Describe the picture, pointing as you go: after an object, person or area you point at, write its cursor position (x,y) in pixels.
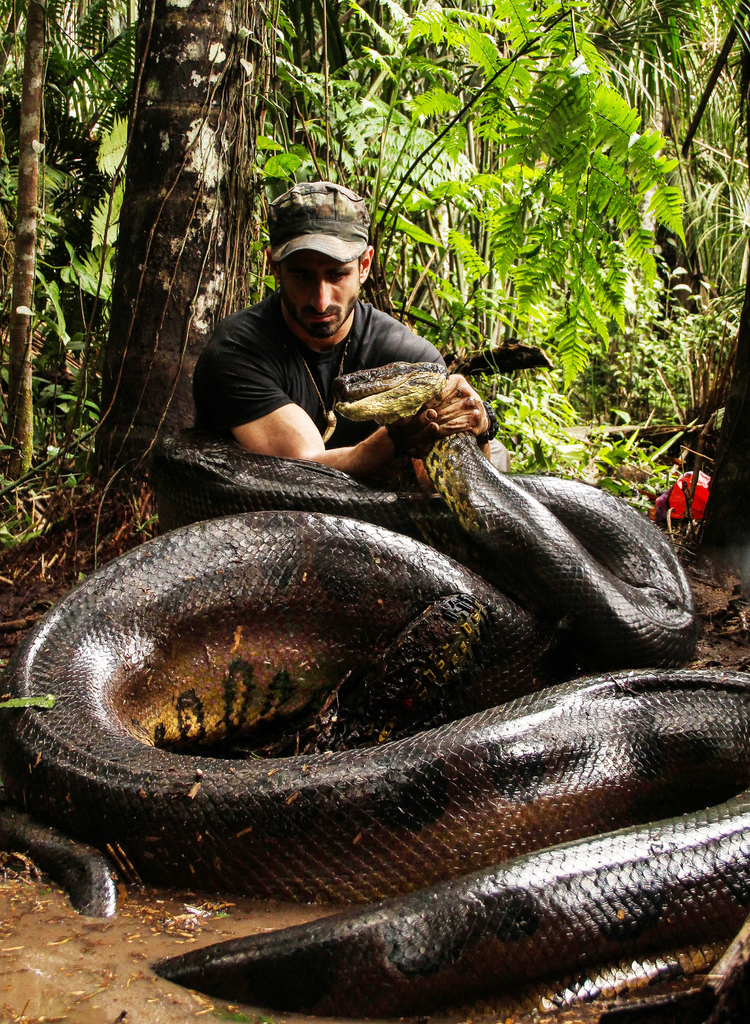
This person (207,345) is holding a snake (402,398). Background (646,141) we can see branch (203,21) and green leaves (470,167).
